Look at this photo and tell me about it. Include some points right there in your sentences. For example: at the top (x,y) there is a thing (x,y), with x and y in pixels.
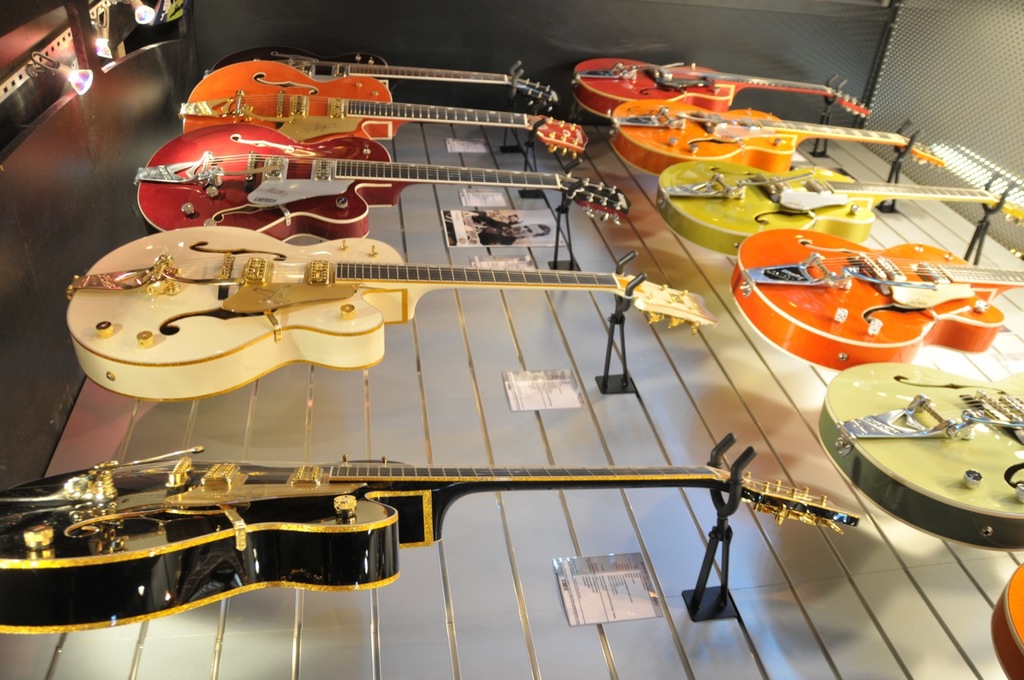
In this image i can see a number of guitars (730,200) placed on a table (604,493).
